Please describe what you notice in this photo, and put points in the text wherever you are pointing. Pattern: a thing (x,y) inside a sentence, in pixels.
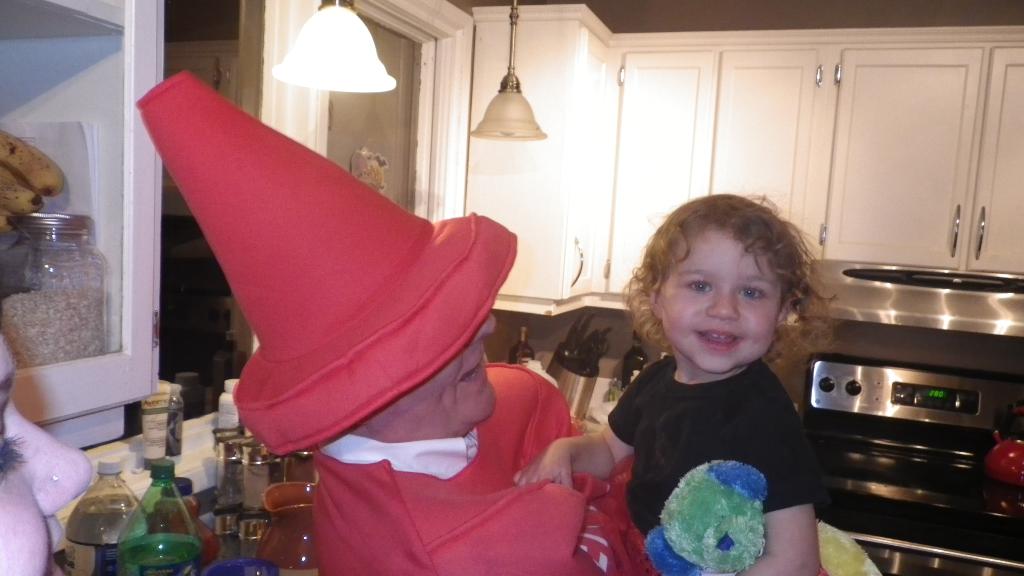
In this image I can see in the middle (435,321) there is a person (448,425), he is holding the girl (649,497), this girl (674,465) wears a black color t-shirt (713,427). This person (411,447) wears a sweater (485,495) and a cap (337,300). On the left side (175,478) there are bottles (158,478), it looks like a kitchen room (927,258), at the top (368,67) there is a light (356,73).
